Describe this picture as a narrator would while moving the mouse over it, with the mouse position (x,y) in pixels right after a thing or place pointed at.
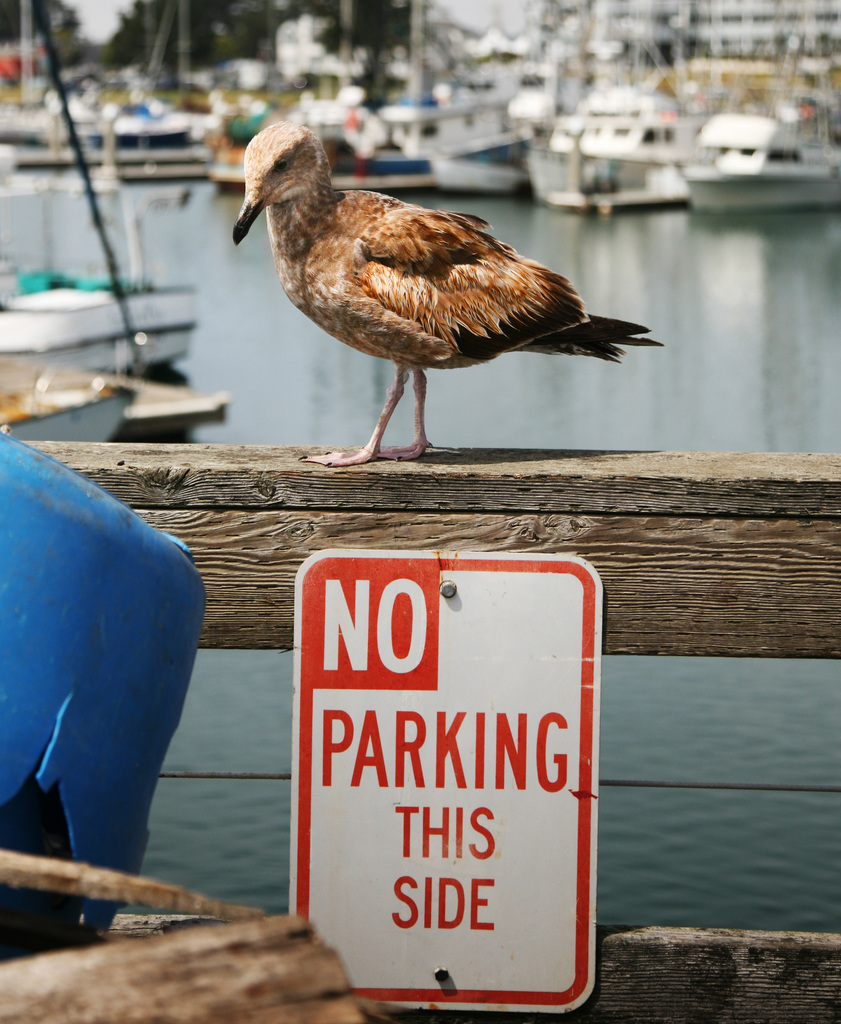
In this image I can see a board (439,558) attached to the wooden pole (578,537) and the board (596,677) is in white color, in front I can see a bird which is in brown color. Background (777,170) I can see few ships (825,143) on the water (675,395), trees (241,39) in green color and sky (96,15) in white color.
